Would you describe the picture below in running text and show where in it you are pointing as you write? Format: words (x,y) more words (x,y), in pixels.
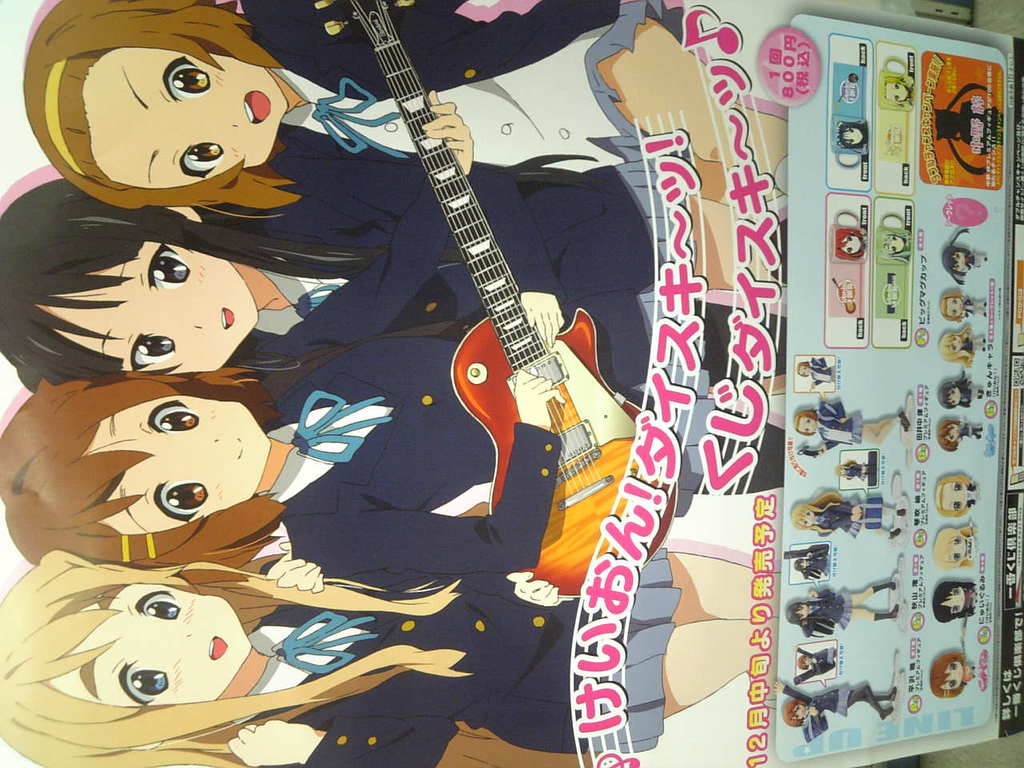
This image consists of a poster (467,404) in which we can see the cartoons (569,617) and a guitar (629,467).
